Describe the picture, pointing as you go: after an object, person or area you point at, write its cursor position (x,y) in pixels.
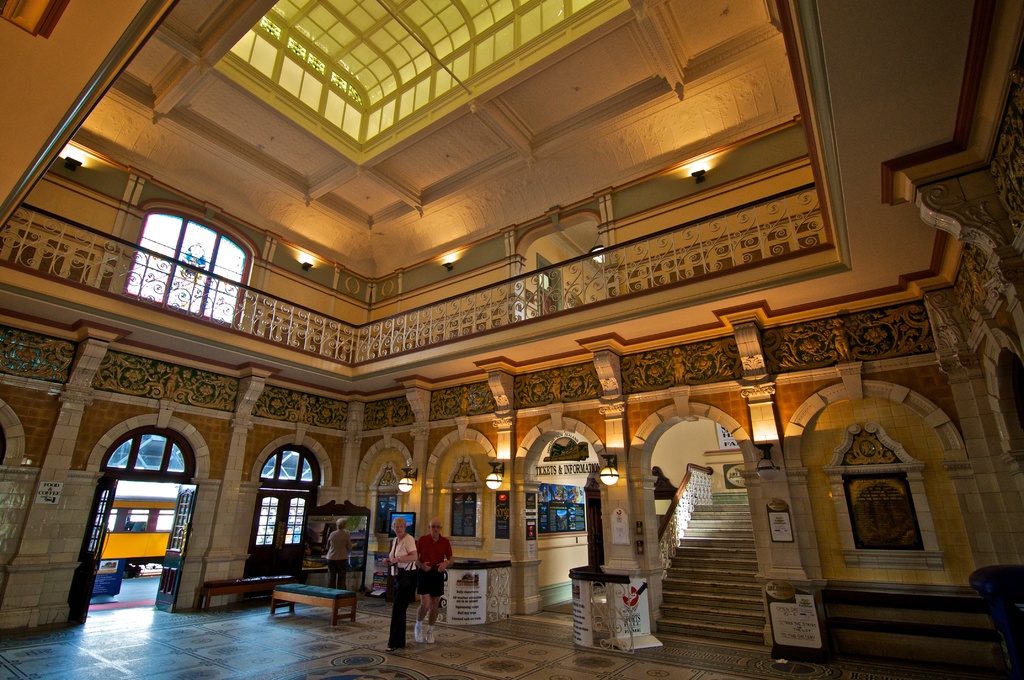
This image is taken inside a building (825,376) in this image there are windows (272,520), doors (182,568), benches (308,589) and three persons (397,555) standing on the floor (275,630) there are stairs (691,544), at the top (740,225) there is railing (154,297), lights (67,163) and roof ceiling (492,38).
